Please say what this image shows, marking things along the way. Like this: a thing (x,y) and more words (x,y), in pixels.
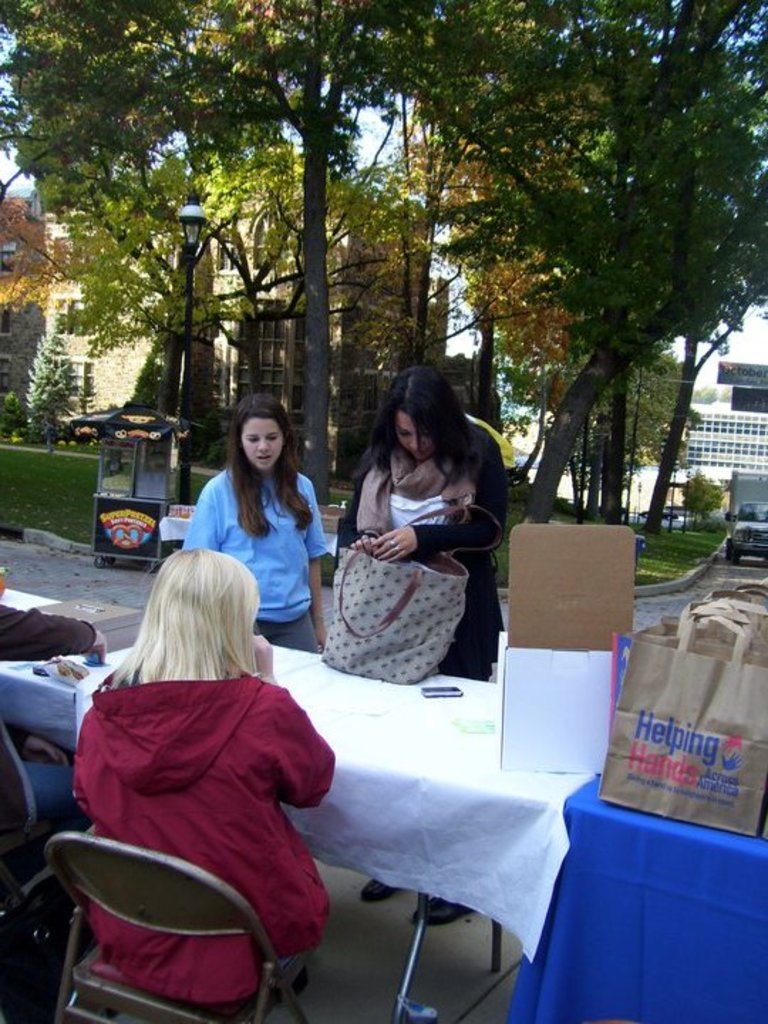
In the center (405,485) we can see two women (425,383) were standing and bottom we can see one woman (159,799) sitting on chair (73,993) around table (316,714). On table (416,749) we can see phone (428,693), cloth (427,740), handbag (369,618) etc. And coming to back there is a trees (109,285), grass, vehicle (735,539), road (102,583), street light (187,339). And on the right (676,779) we can see paper bags (676,779) on the table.
